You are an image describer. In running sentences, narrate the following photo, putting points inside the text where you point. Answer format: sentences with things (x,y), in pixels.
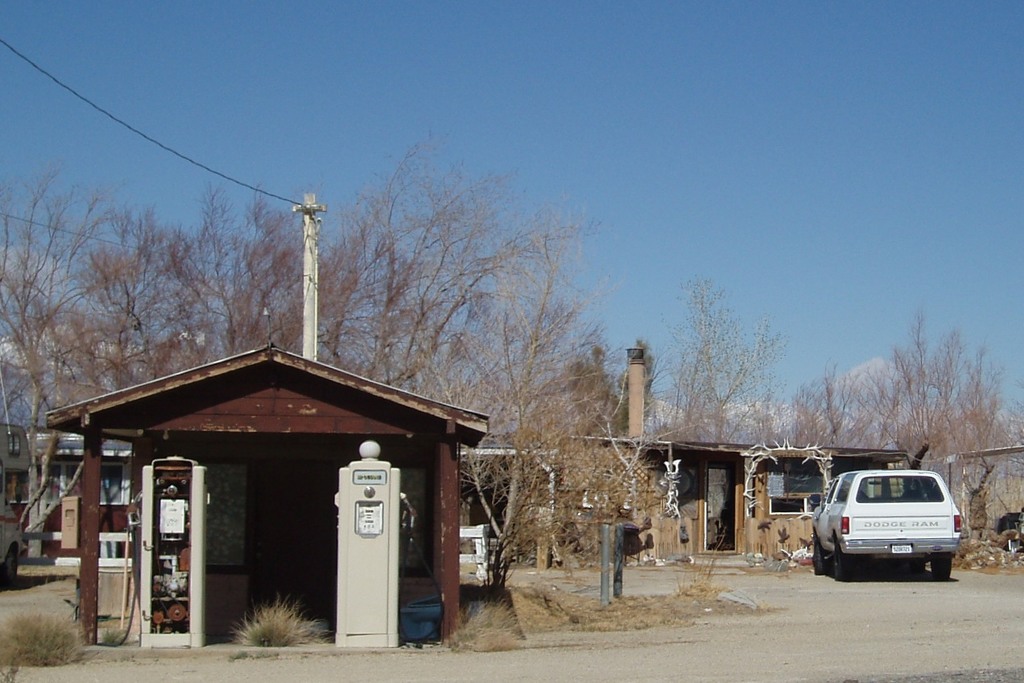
On the left side (189,533), there are two machines (394,544) on the floor (130,651) of a shelter (294,569). Besides this shelter (281,362), there is a pole (309,256) having a cable (260,189), there are plants (269,631) and there are trees (435,330). On the right side (951,542), there is a vehicle (937,547) parked on the road (979,574). In the background (956,435), there are shelters (642,406), trees (14,407) and there are clouds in the blue sky (374,76).
